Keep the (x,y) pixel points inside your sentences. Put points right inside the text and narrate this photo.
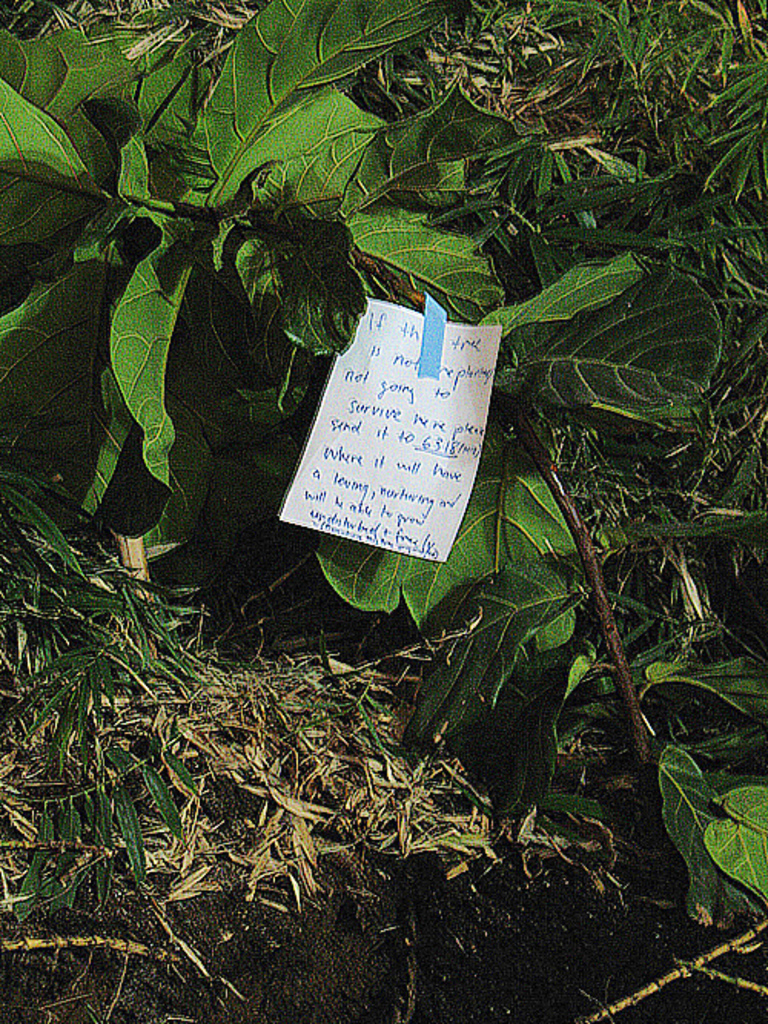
In this image in the front (414,507) there is a paper (409,457) with some text (357,431) written on it and there are leaves (463,188) and there is grass (486,194) on the ground (373,623).
